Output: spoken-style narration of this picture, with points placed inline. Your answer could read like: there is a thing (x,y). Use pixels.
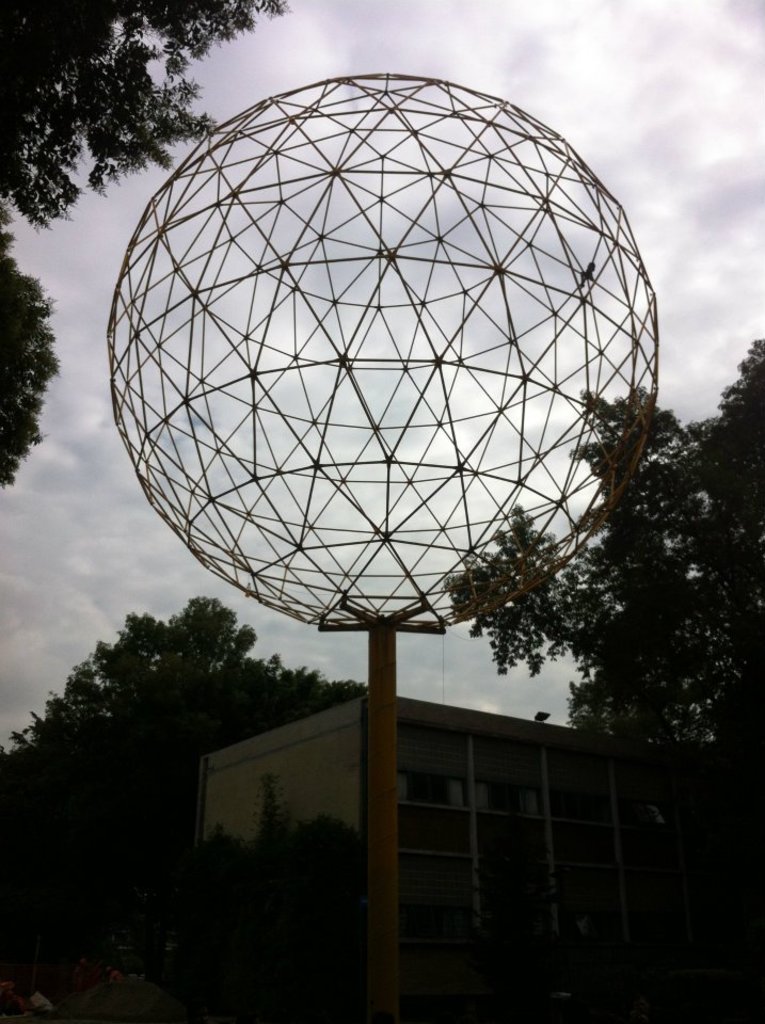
In this image we can see a metal object (501,597) which is in a circular shape. There is a pole (388,839), plants (350,1002), building (343,799), and trees (125,66). In the background (229,146) there is sky (370,483) with clouds (152,576).
